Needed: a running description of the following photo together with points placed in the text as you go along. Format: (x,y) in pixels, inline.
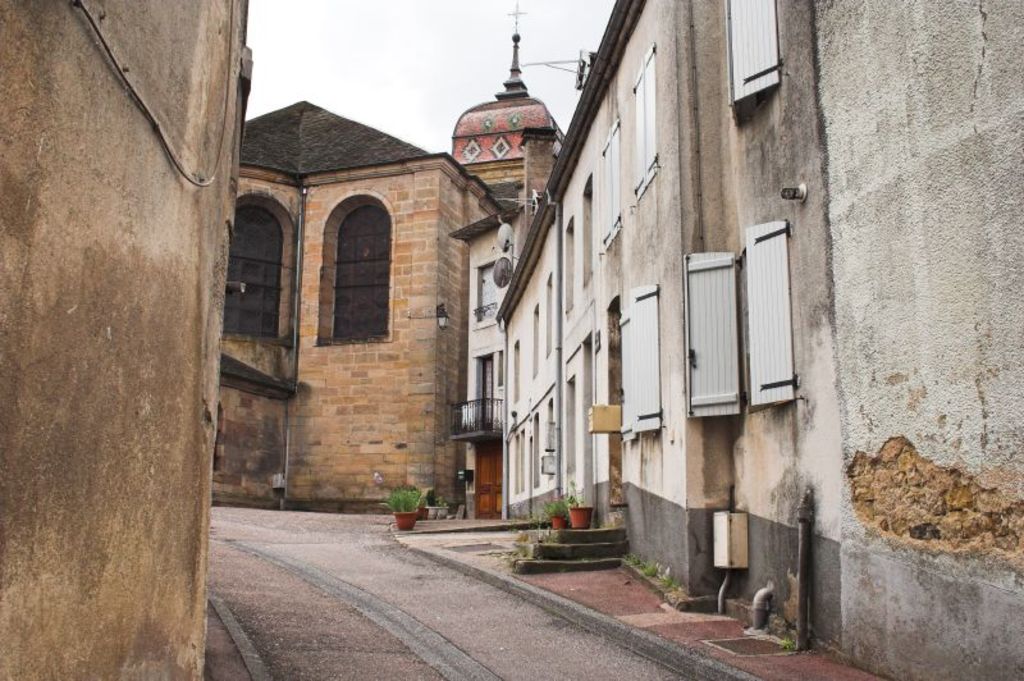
In this image we can see the buildings (479,256). At the top of the image (392,48), we can see the sky (416,44). At the bottom of the image (347,628), we can see a road (507,600), pavement (647,590) and potted plants (407,509).
